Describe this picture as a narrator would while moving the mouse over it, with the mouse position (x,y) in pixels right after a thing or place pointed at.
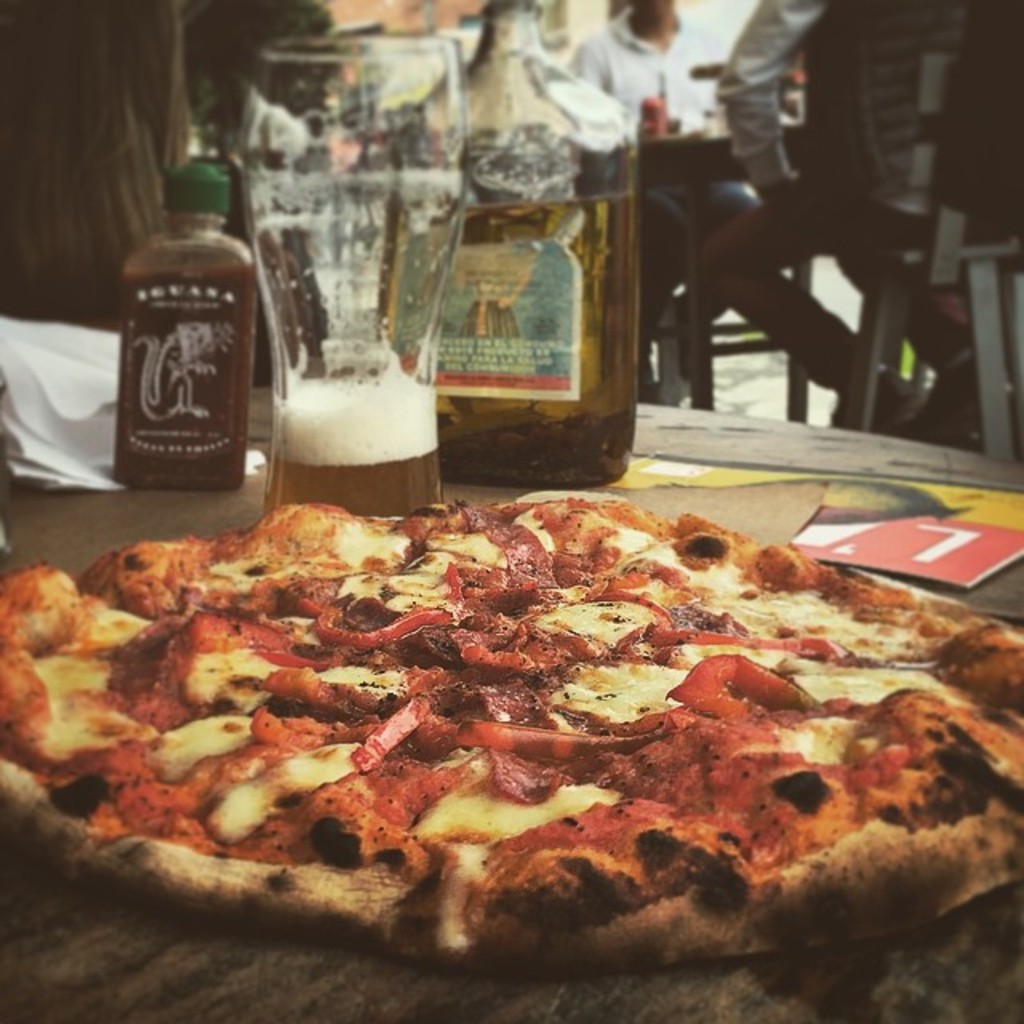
In this picture, we can see a few people (817,125), and we can see the ground (739,363) with some objects (688,338) like chairs (698,318), and table (698,318), we can see some objects (595,521) on the table (804,1017) like some food item (468,617), glass (394,305), bottle (490,278) with liquid (522,402) in it.
